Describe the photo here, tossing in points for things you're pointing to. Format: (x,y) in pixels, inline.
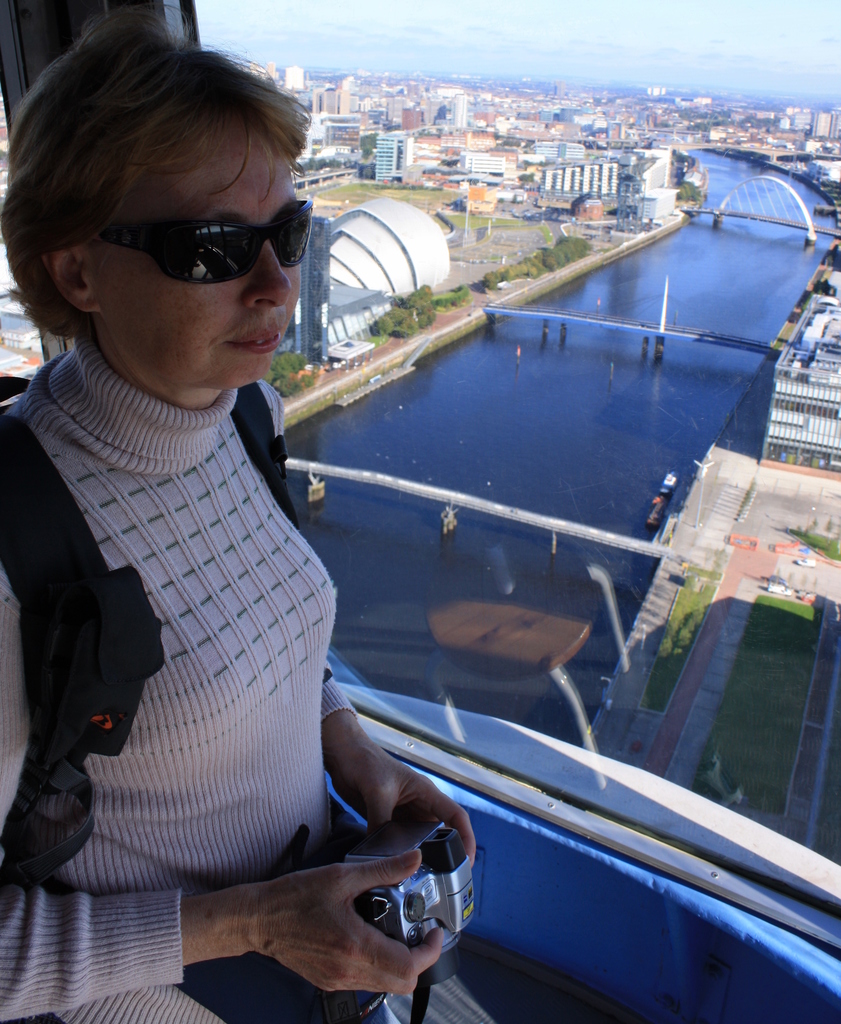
On the left side of the image (133,439) there is a woman (180,833) wearing a bag (33,511), goggles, holding a camera (396,911) in the hands (366,884) and facing towards the right side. On the right side (683,574) there is a glass (673,588) through which we can see the outside view (723,733). In the outside there is a river (482,394), three bridges (579,317), many trees (401,326) and buildings (479,110). At the top of the image (561,21) I can see the sky (457,34).
